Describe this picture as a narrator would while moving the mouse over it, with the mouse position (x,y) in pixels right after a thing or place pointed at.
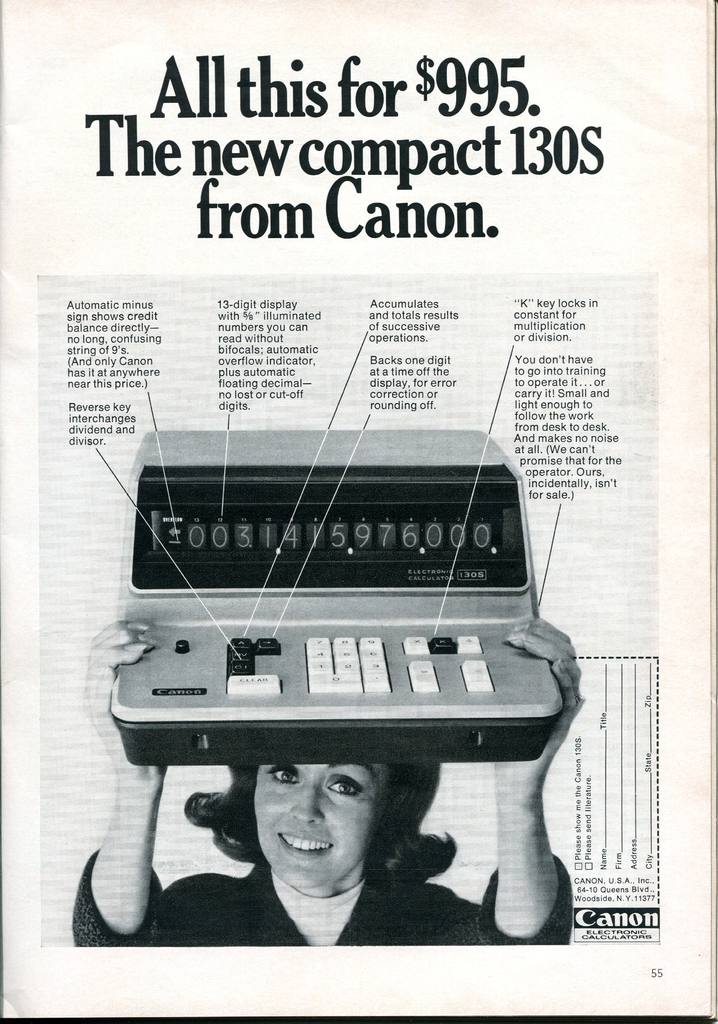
It looks like a paper (299,508), and on the paper (246,787) there is an image (289,805) of a woman (250,815) holding an object (249,596) and on the paper (337,284) it is written something.
